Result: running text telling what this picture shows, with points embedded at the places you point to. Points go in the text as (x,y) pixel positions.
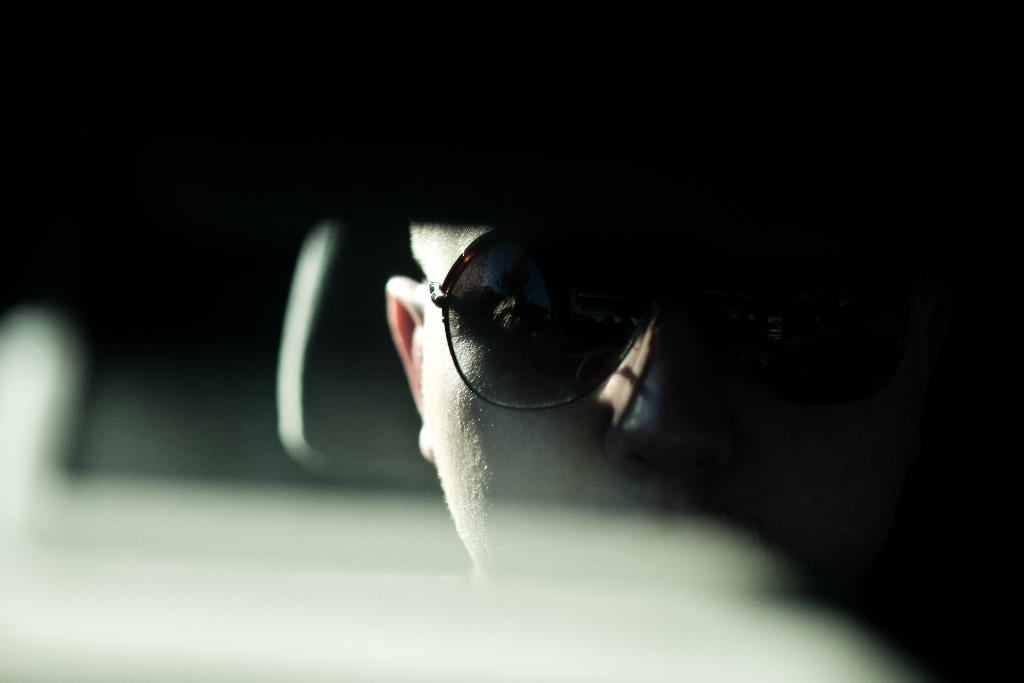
In this image I can see a person's face (475,231) wearing black colored goggles (629,350) and I can see the black colored background (993,482).
